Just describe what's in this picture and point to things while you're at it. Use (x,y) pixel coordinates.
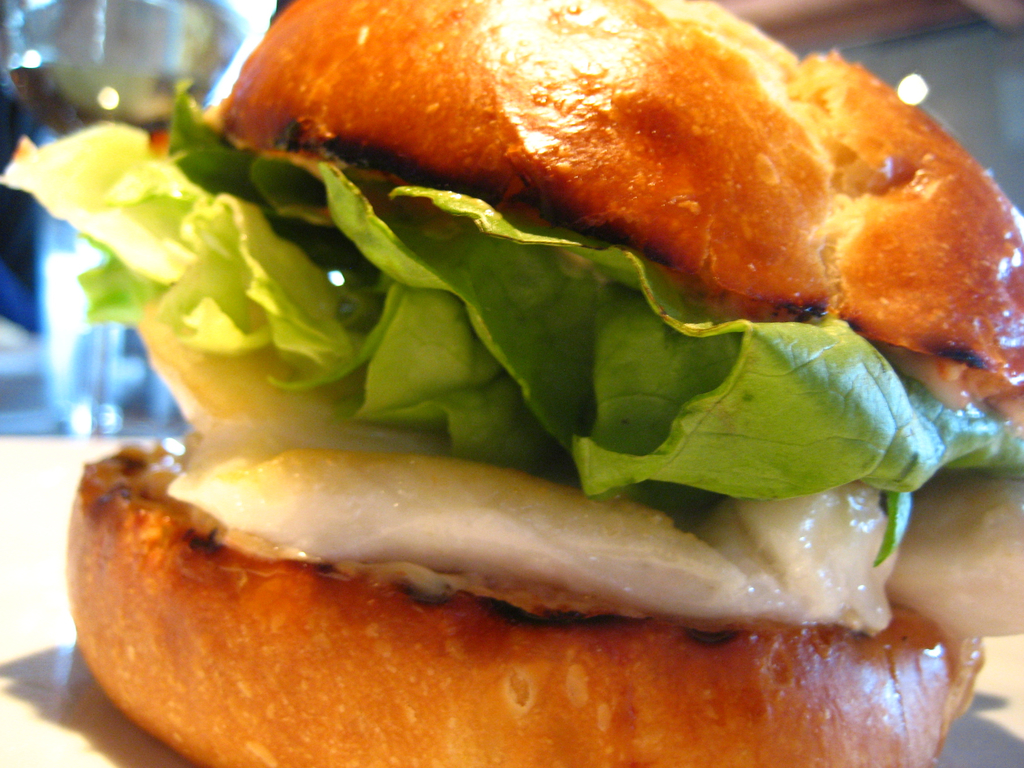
In this image there is a burger (581,381) in the front (545,302) and the background (16,320) is blurry.
